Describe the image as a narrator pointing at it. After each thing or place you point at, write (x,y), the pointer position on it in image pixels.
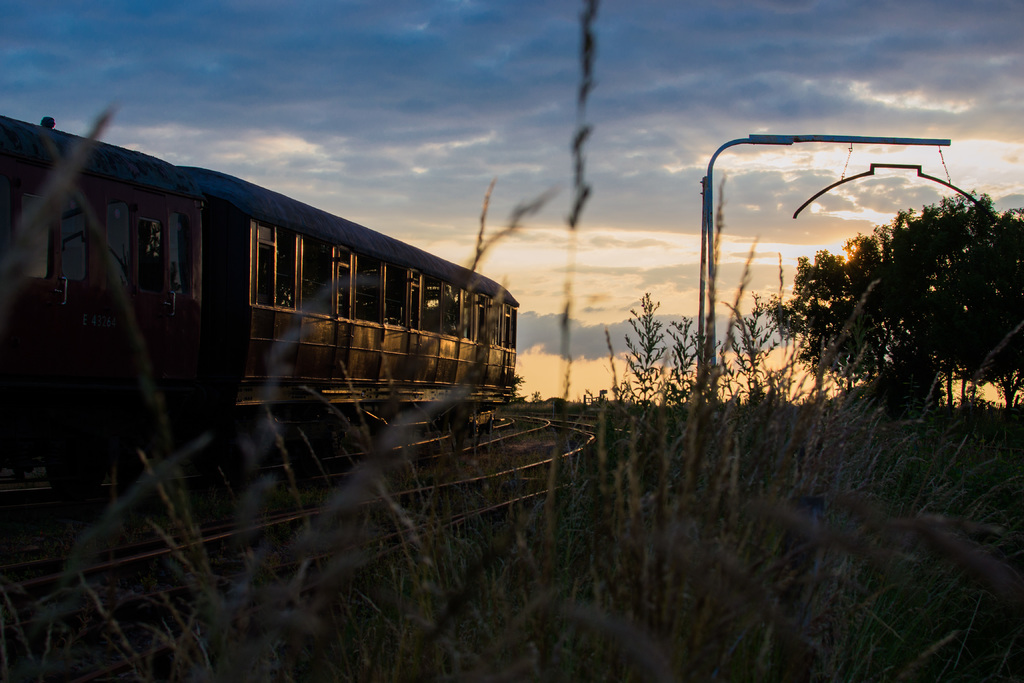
There is a train (276,406) on the left side of the image (281,299) and there is a pole (707,185) and trees (930,357) on the right side (1009,259), there is sky (564,131) at the top side (472,194).
